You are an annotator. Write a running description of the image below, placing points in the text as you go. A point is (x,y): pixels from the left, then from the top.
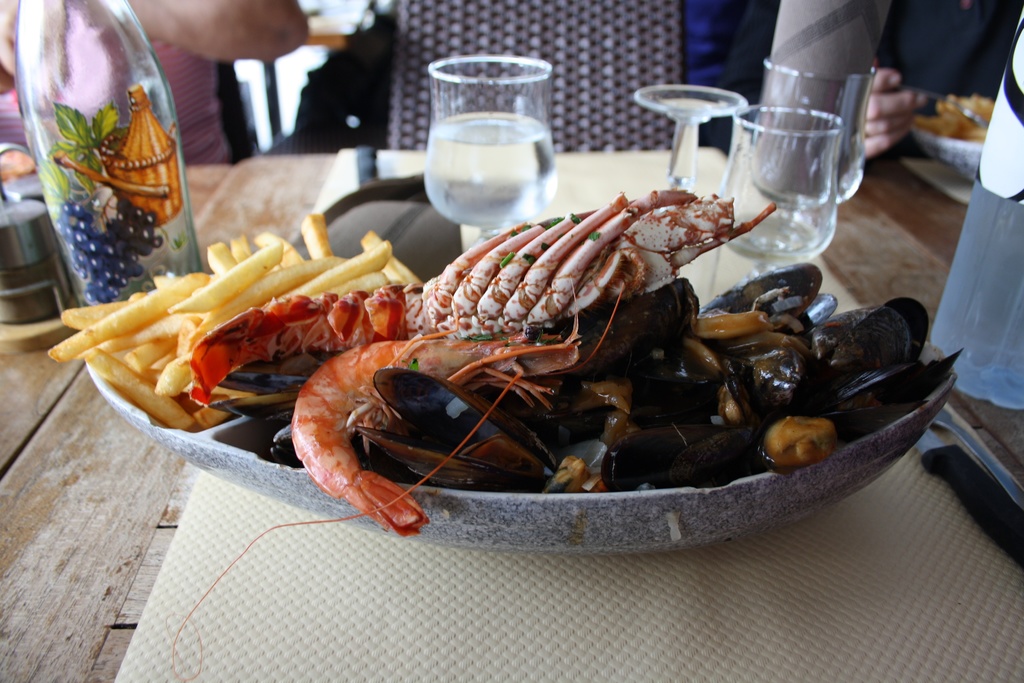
In the left side (213,275) these are the french fries (242,285). In the middle (535,308) these are the prawns (385,413) in a plate (441,381) and here are the wine glasses (845,140).
